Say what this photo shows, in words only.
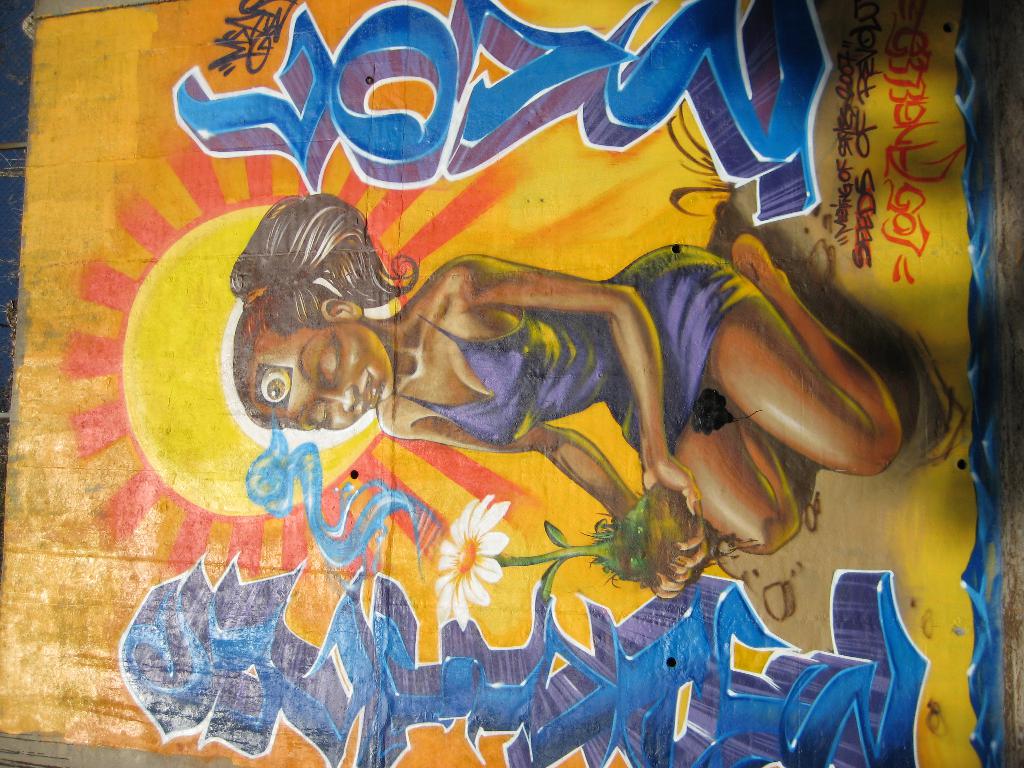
This is a painting picture, in this picture we can see a woman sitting and a white color flower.
